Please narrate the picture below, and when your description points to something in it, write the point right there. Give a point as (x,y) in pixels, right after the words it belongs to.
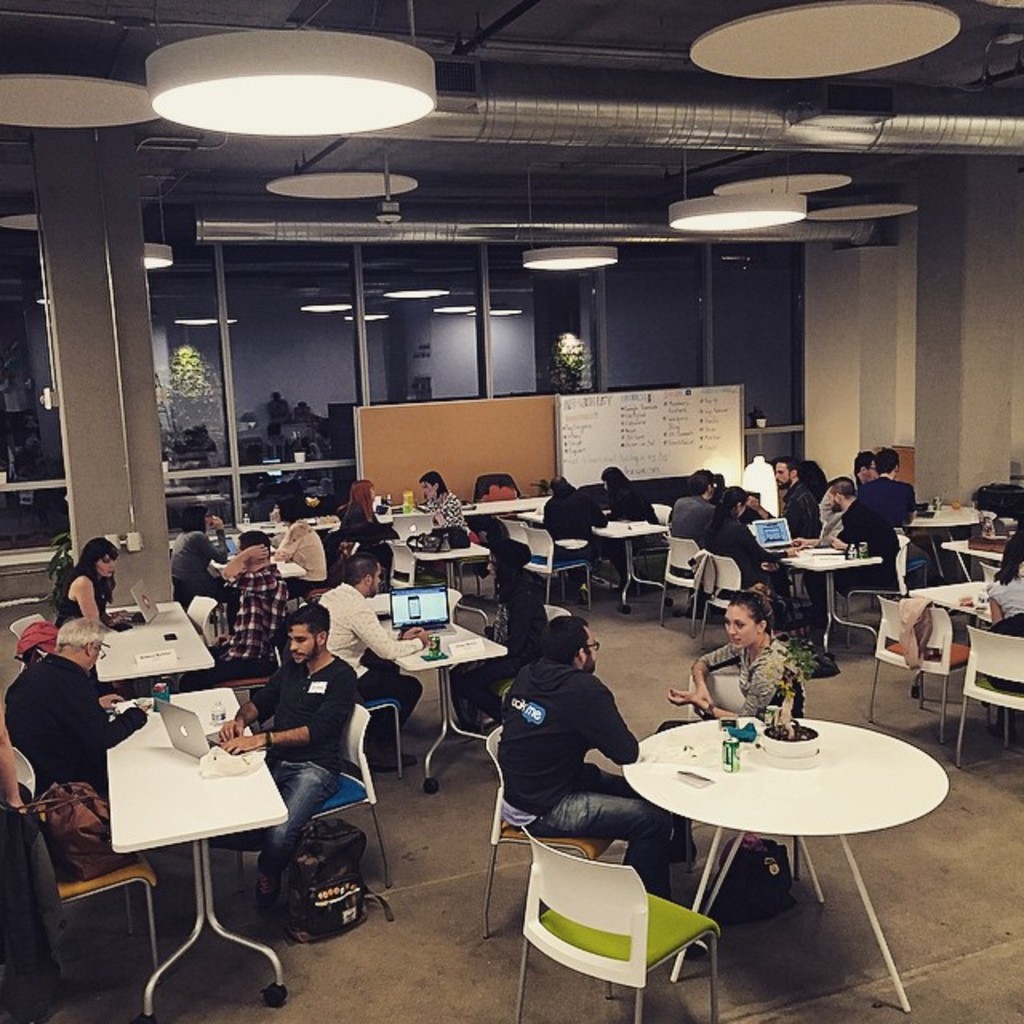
This image is clicked in a room (749,464). There are lights (804,211) on the top (773,228). In the middle (622,468) there is a whiteboard (652,471). There are so many tables (217,788) and chairs (974,662). People (547,509) are sitting in chairs (394,584) near the tables (238,791). On that table (196,709) there are laptops (193,728), Water bottles (224,719), tissues (227,774), mobile phones (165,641).
